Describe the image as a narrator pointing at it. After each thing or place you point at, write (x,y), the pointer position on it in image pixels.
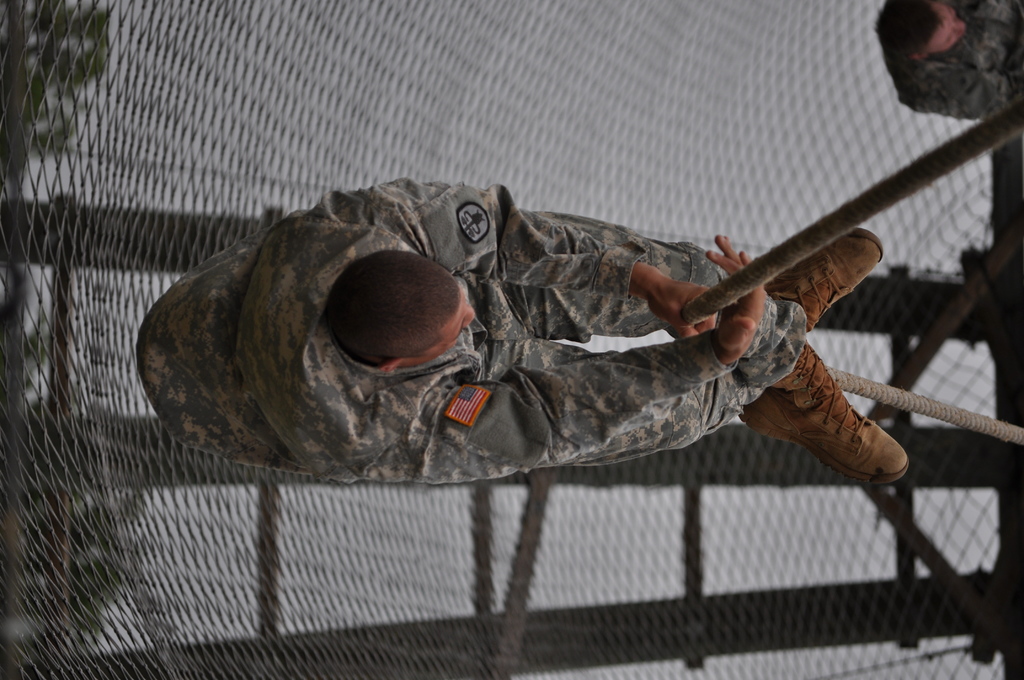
In the middle of the image (613,298) there is a man (414,237) with army uniform (485,387) and on the right hand (477,398) of the man (471,396) there is a flag symbol (480,395) on it. He is holding the rope (814,234) with his hands (744,334). Below him there is a mesh (125,239). And to the top right corner of the image (909,34) there is a man (942,49).
